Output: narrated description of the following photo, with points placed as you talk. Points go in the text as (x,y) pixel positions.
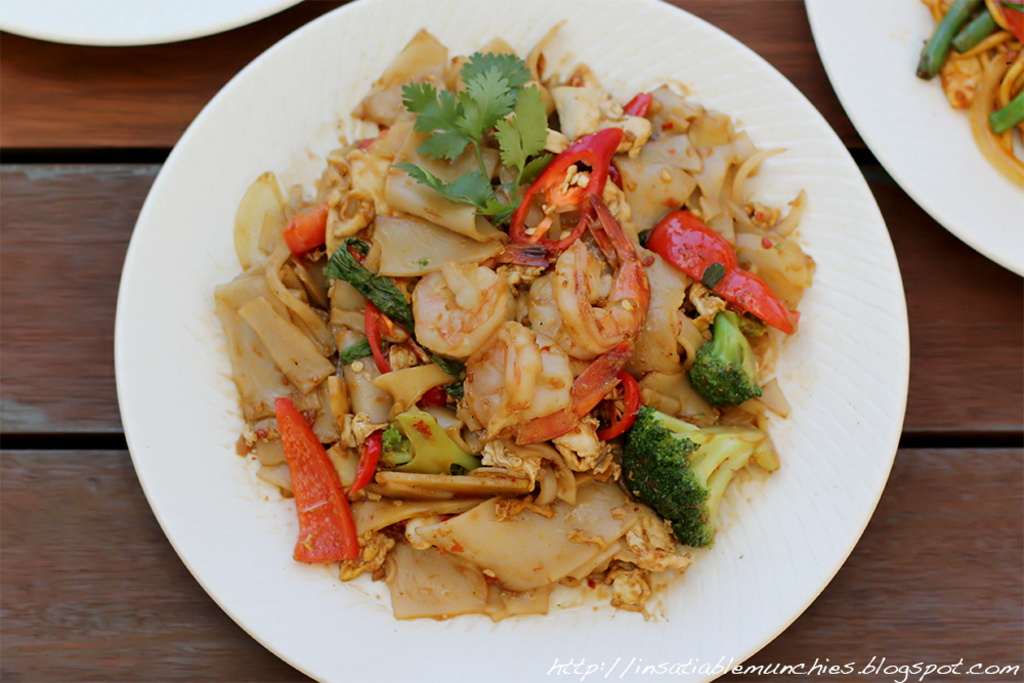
In this image there is a table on which there is noodles (459,481). On the noodles (386,385) there are bell pepper pieces (343,514), broccoli (664,478), coriander (485,112) and chilli pieces (556,191). On the right side (883,157) top corner there is another plate (952,118) on which there is food (962,72). The plate (906,153) is kept on the table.
